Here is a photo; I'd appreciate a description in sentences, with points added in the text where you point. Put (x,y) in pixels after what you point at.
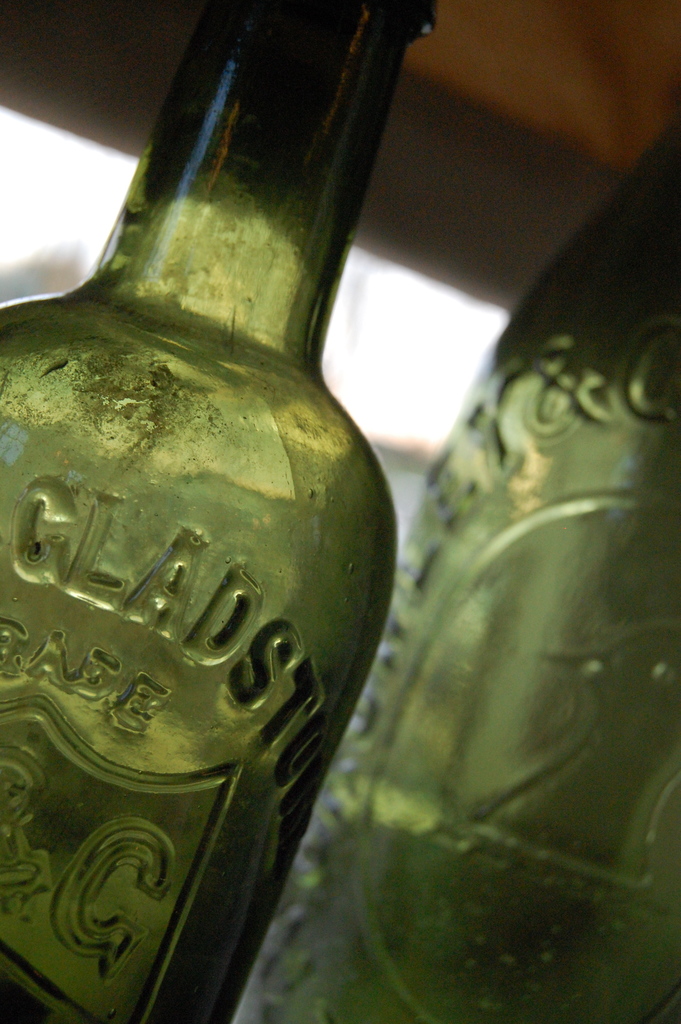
In this image I can see two green color bottles (206,608). The background (357,355) is blurred.
